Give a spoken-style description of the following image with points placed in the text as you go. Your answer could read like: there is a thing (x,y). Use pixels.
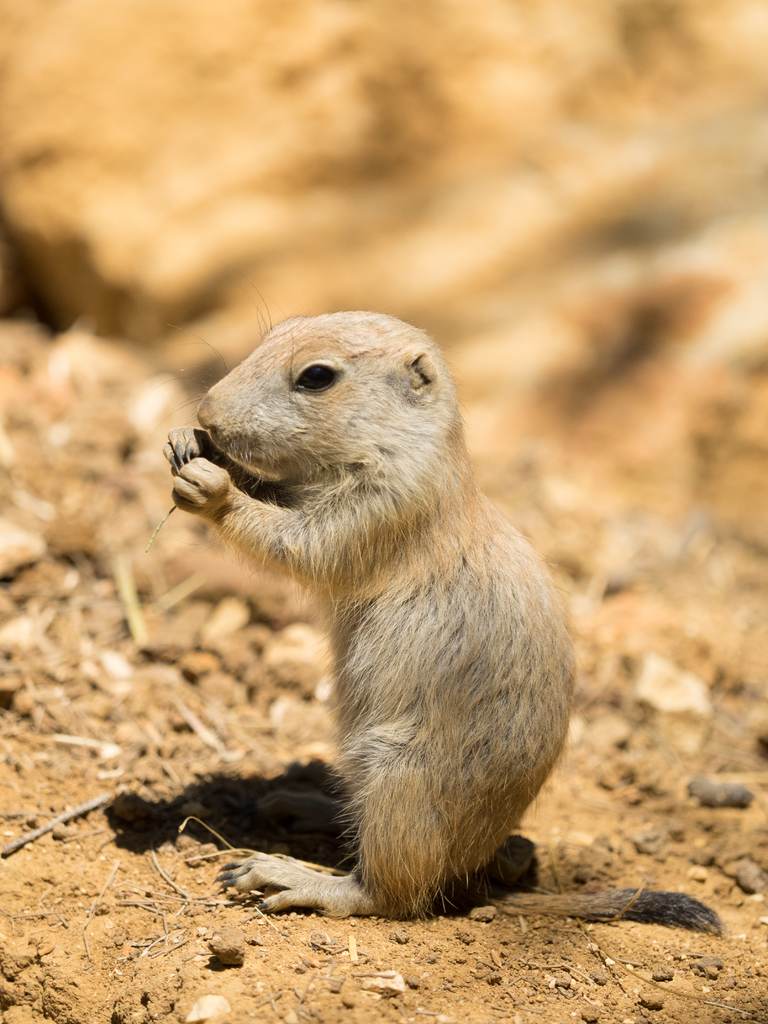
In this image there is a gopher (420,689) sitting in the sand (109,856). On the ground (232,852) there are stones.
